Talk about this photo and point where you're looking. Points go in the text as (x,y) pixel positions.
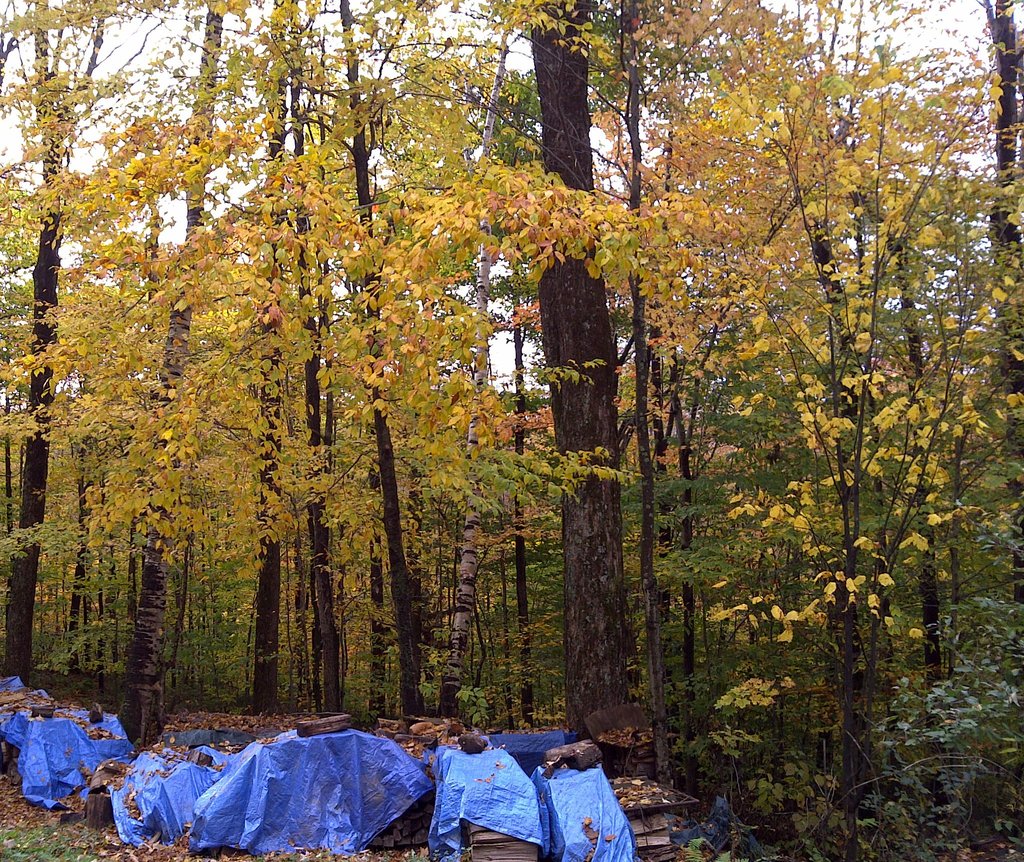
In this image we can see a group of trees (439,295) and the sky (865,40). In front of the trees (568,686) we can see few objects (579,750) on the plastic covers (305,779).
